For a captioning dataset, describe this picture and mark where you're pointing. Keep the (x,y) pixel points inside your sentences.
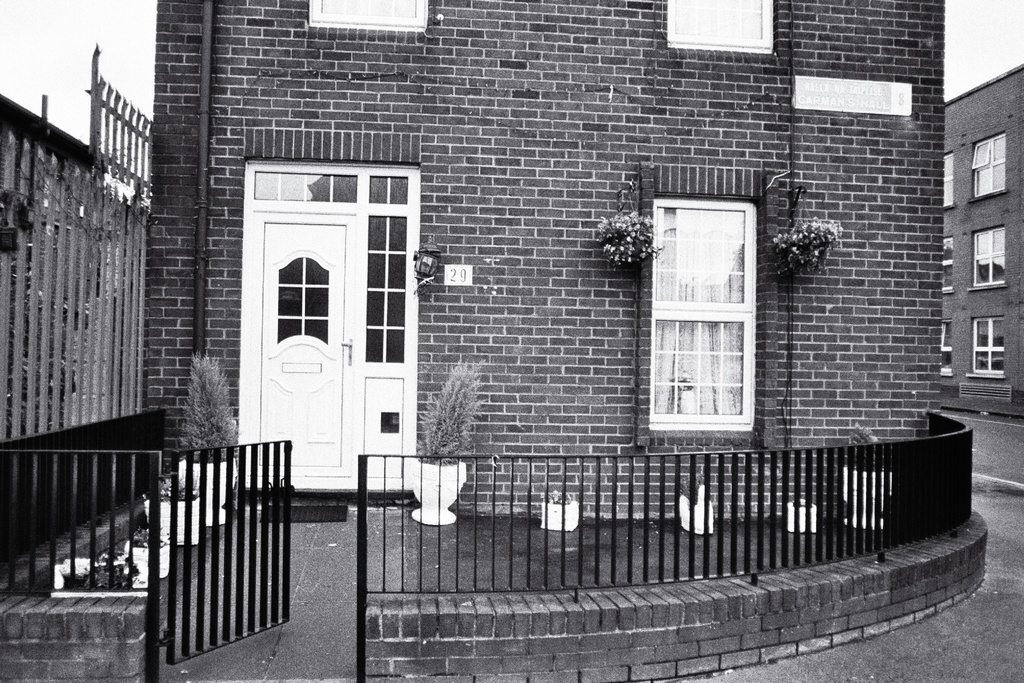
Here this is a black and white image, in which we can see buildings (739,314) and houses (572,221) present and we can also see windows (983,279) and doors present and in the front (432,484) we can see gate (189,530) and railing (942,480) present and we can also see plants (425,440) present on the ground (331,591).
